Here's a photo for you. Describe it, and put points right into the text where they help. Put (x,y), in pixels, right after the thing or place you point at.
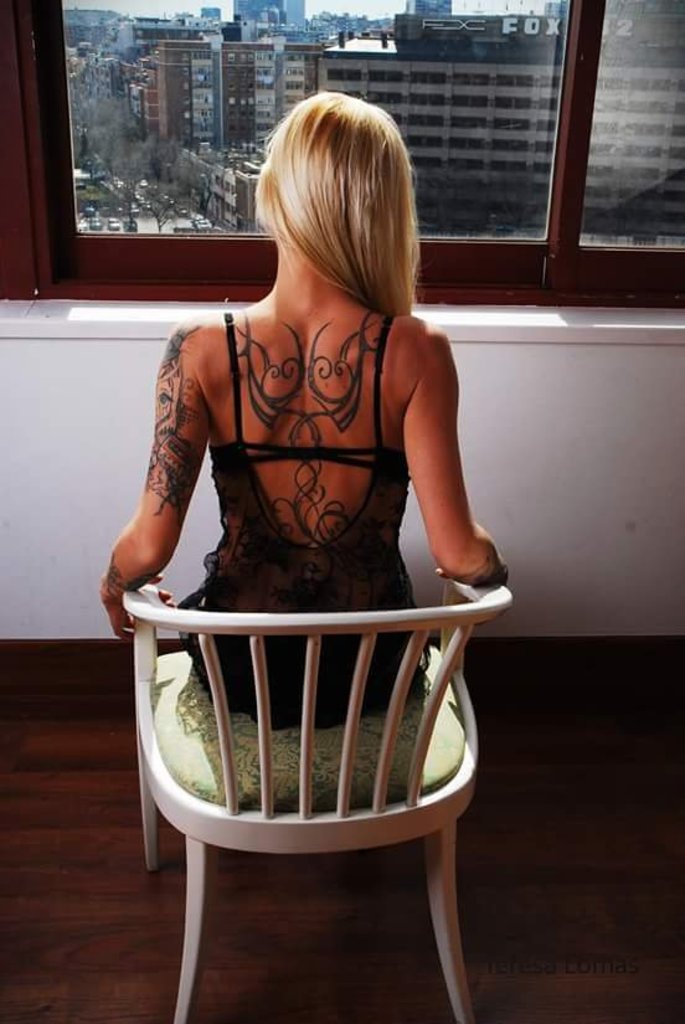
This woman (260,370) wore black dress (291,575) and sitting on a chair (386,717). In-front of this woman (354,326) there is a window (490,260). From this window (460,67) we can able to see buildings (380,99) and vehicles (142,211). On this woman (311,301) there are tattoos (297,427).
